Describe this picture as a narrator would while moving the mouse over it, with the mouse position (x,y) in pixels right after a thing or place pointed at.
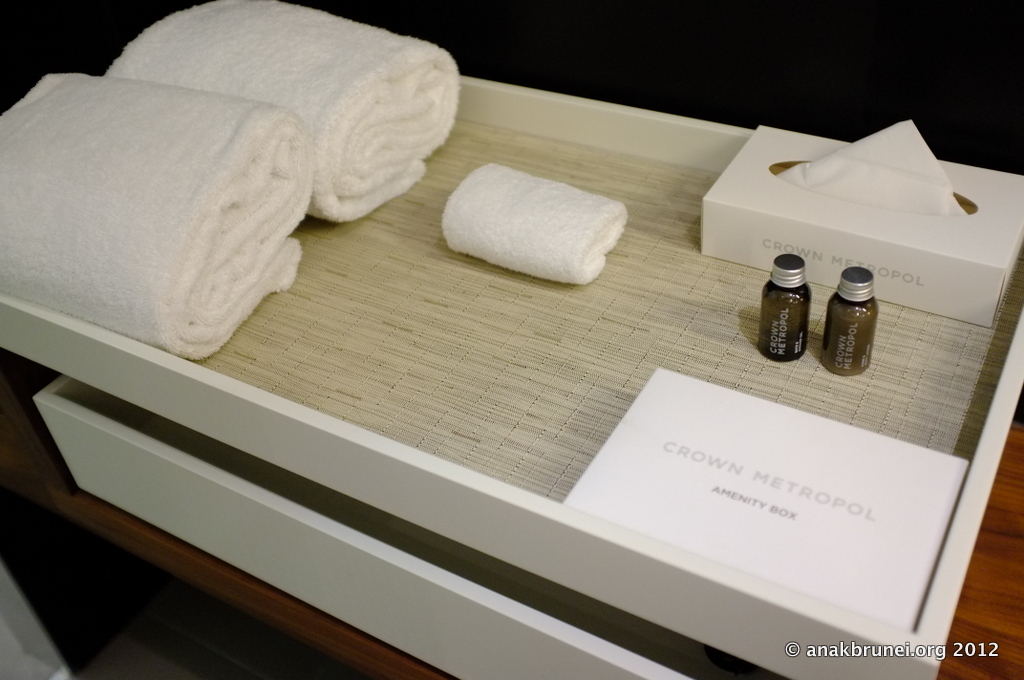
This looks like a tray (454,516). I can see a tissue paper box (774,247), two towels (298,196), napkin (594,247), small glass bottles (775,336) and a cardboard box (682,495) are placed on the tray (652,311). This looks like a wooden table (992,606). The background (569,21) looks dark. This is the watermark (883,648) on the image.
